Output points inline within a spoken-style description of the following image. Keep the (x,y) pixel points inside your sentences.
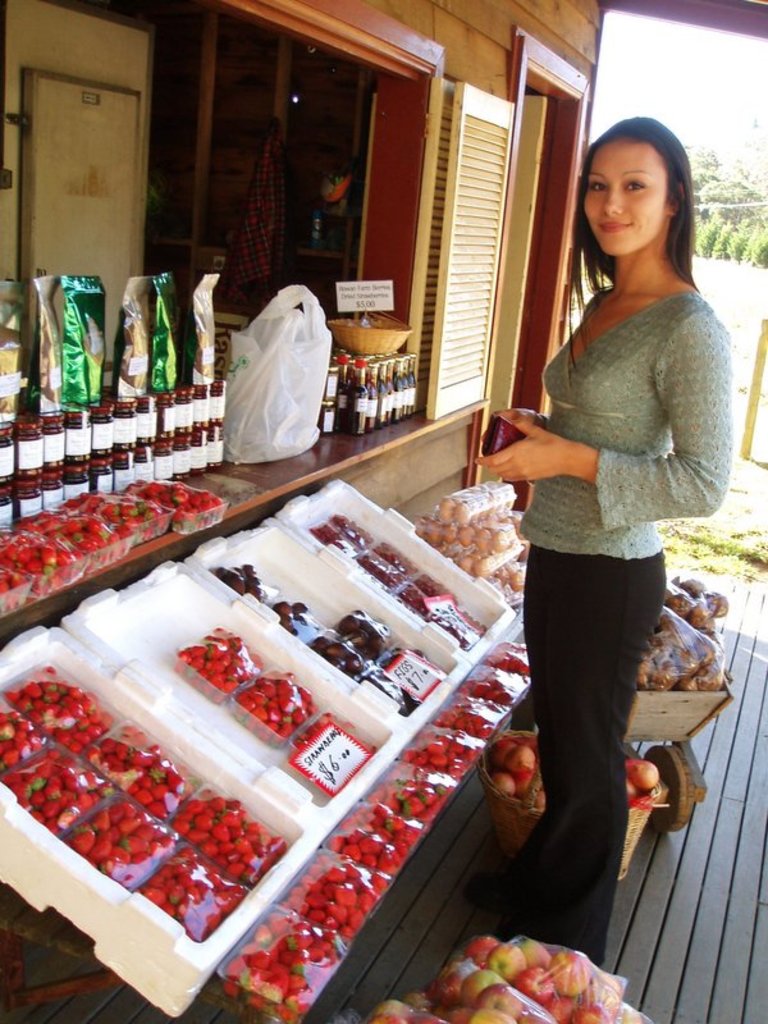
In this image we can see a woman (611,134) is standing, in front (497,979) there are many fruits (519,1017), there are strawberries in a box (115,910), there is a price tag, in front (104,432) there are bottles (94,415), and food packets (98,332) on a table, beside there is a polythene cover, there is a basket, there is a door (531,124), there are trees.
